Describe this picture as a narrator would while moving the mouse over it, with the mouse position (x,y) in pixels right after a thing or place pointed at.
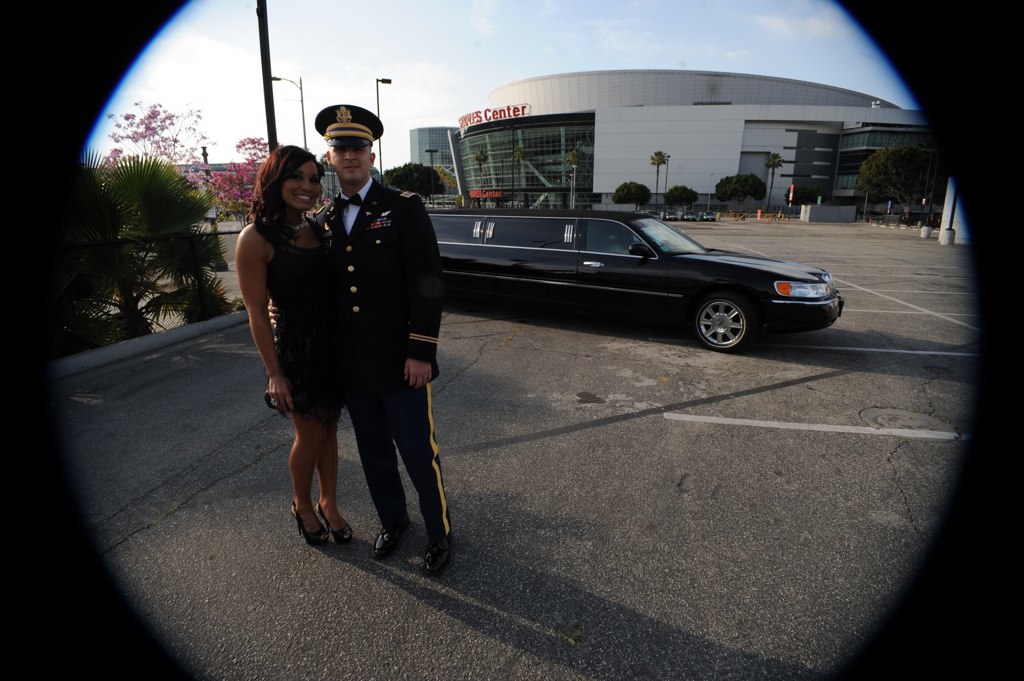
In this image I can see two persons (306,297) are standing, I can see one of them is wearing a black colour dress (313,269) and one is wearing an uniform (347,280). In the background (172,266) I can see few plants (172,284), number of trees (93,247), few poles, few street lights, a building (594,185), a car (751,270) on the road (896,314), clouds (402,60) and the sky (304,93). I can also see something is written on the building (735,97).
